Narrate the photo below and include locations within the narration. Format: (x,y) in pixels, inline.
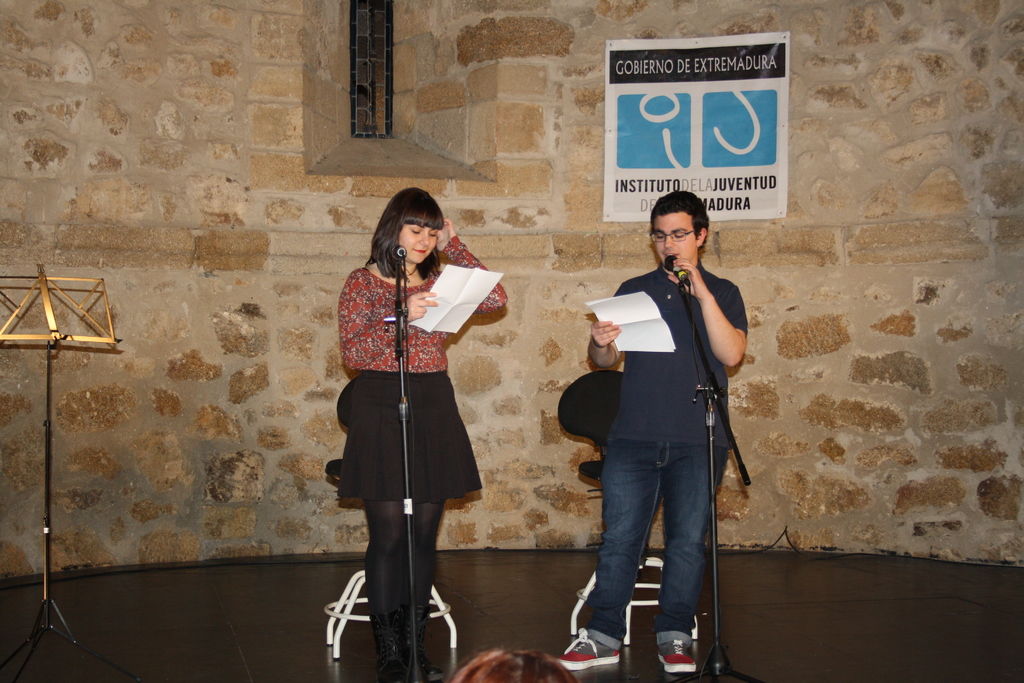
In this image we can see two persons (432,281) and there are holding papers (432,321). In front of the persons (383,436) we can see mics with stands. Behind the persons (640,452) there are chairs (565,422) and a wall (522,157). On the wall (534,127) we can see a poster (716,114) with text (708,67). On the left side (24,337), we can see a stand (48,359).
